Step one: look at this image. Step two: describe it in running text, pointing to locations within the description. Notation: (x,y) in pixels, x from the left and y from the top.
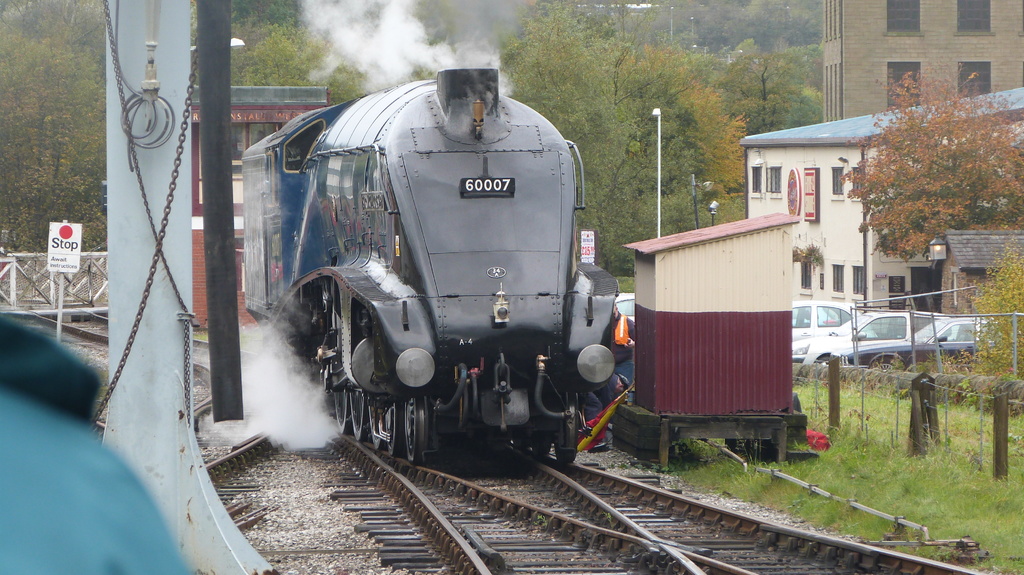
In this image there are trees (612,56) towards the top of the image (668,50), there are buildings (858,156), there are windows (895,25), there are cars (884,332), there are poles (659,197), there are streetlights (694,189), there is a board (72,240), there is text (65,245) on the board (56,255), there is a metal chain (145,302), there is grass (915,459) towards the right of the image (844,424), there is a train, there is a railway track (564,516) towards the bottom of the image (413,487), there is grass (911,494), there are objects (816,437) on the grass (907,469), there is a fencing (939,357) towards the right of the image (855,339).
